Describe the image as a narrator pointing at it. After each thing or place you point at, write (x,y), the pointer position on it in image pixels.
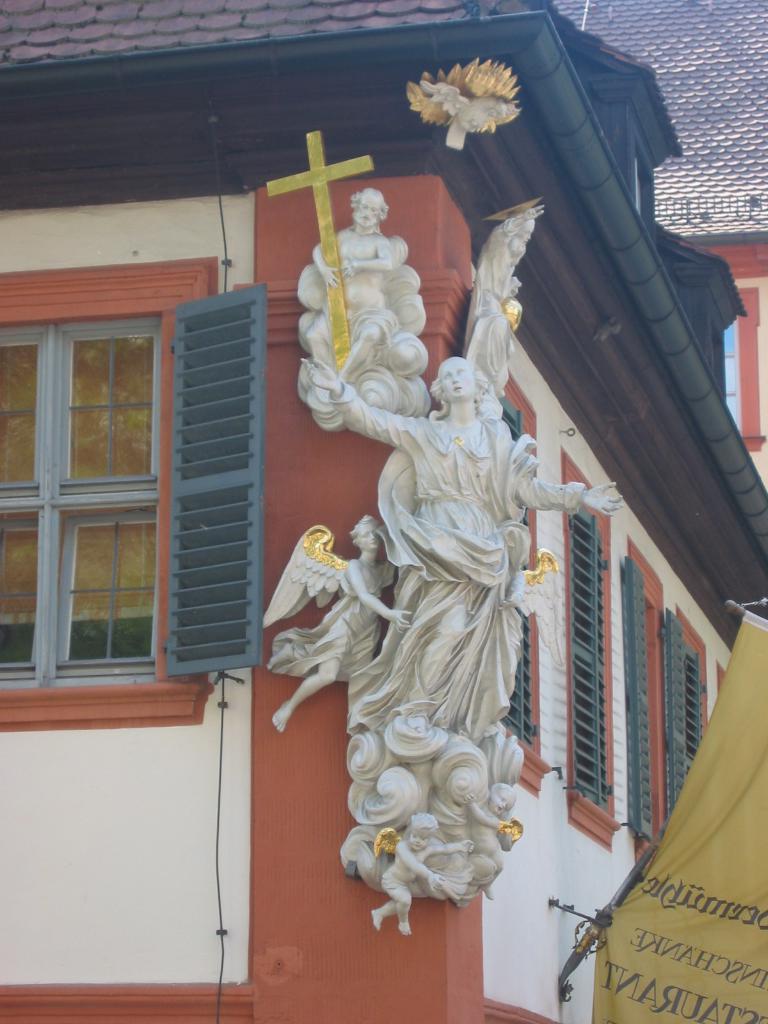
There is a building (228,544) with windows (41,398). On the building (626,705) there are sculptures (370,368). On the right side (666,840) we can see a banner (661,874).
